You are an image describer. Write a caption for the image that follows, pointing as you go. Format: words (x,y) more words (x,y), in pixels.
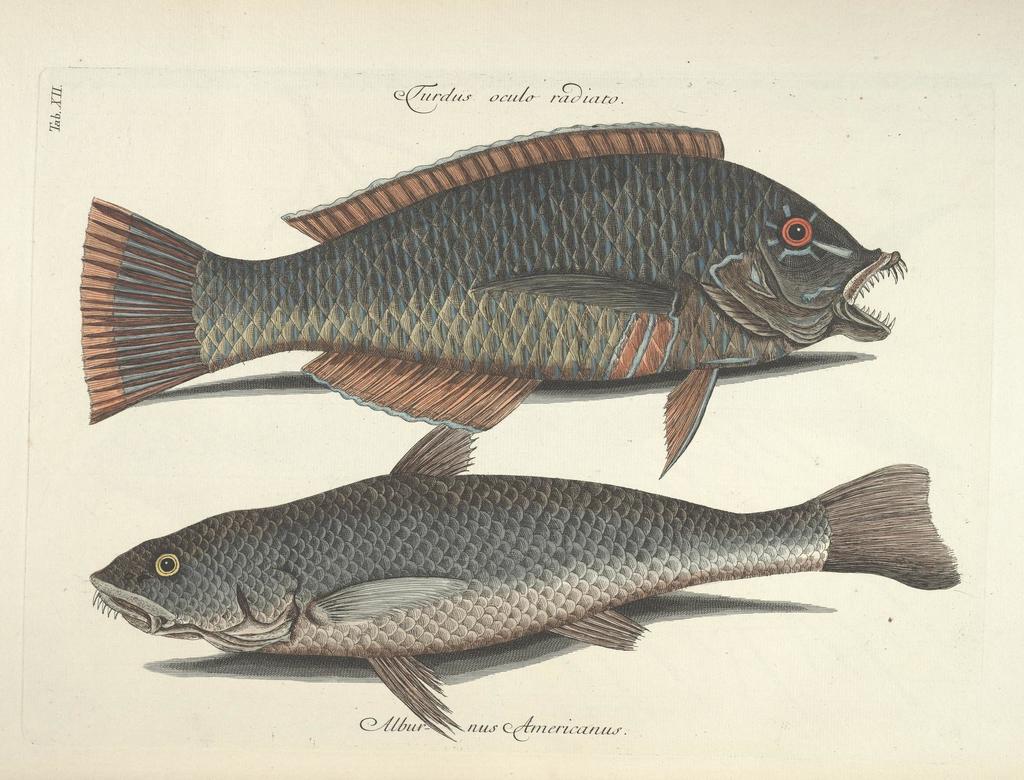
In this picture we can see art (500,379) of fishes (537,383), and we can find some text (575,721).
